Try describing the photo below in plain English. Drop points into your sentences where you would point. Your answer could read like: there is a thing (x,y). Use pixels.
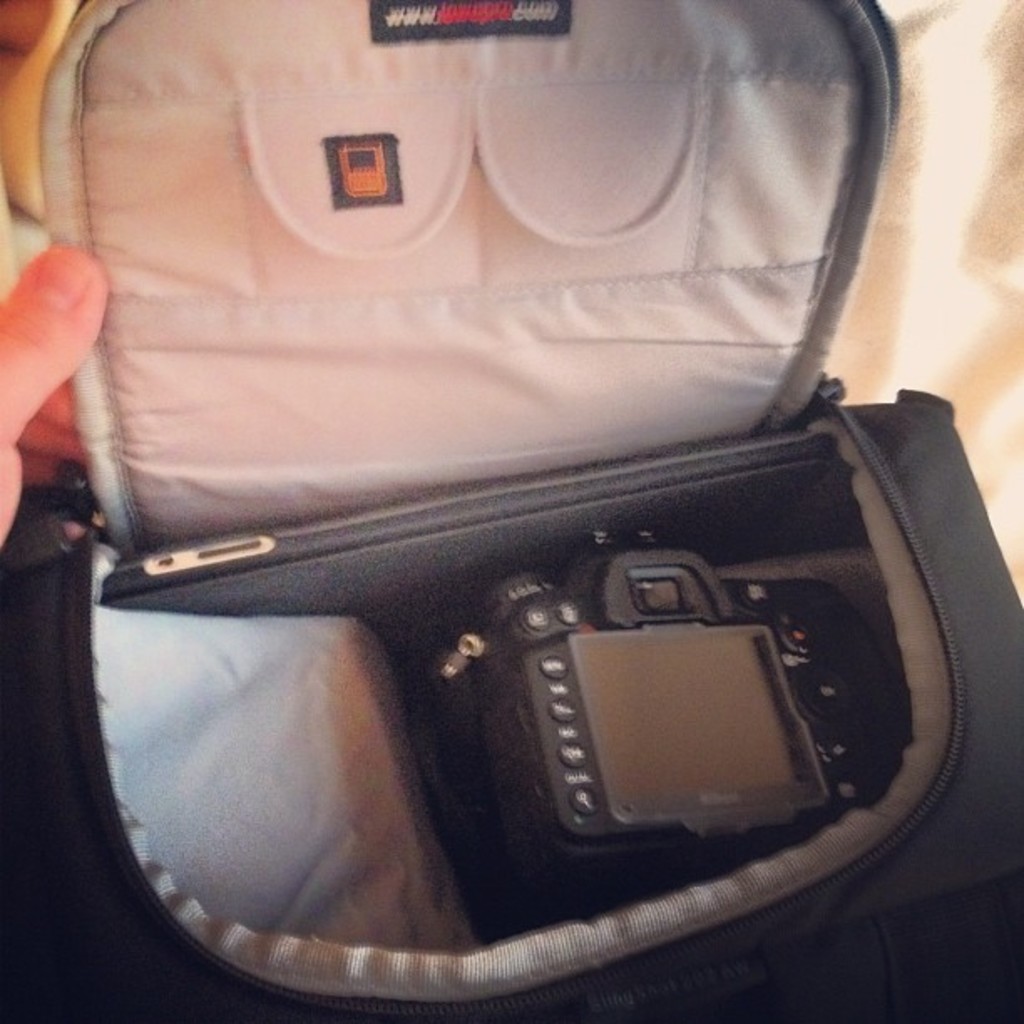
In this image we can see a black color bag (280,454) and a camera (577,728) in it.
